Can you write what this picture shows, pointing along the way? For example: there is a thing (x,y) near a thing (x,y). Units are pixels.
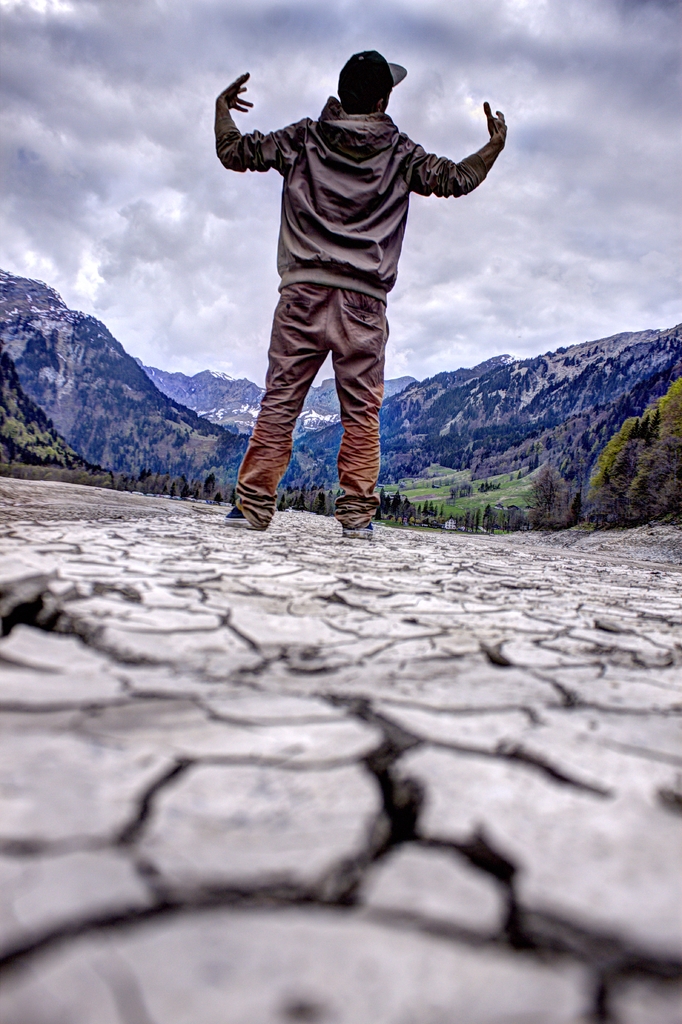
In this image we can see the mountains (82,365), one man (373,282) with black cap (364,70) standing on the ground (185,580), one white object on the ground (390,524), some trees (49,468), bushes (49,468) and grass (438,507) on the ground (448,576). At the top (105,284) there is the cloudy sky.
